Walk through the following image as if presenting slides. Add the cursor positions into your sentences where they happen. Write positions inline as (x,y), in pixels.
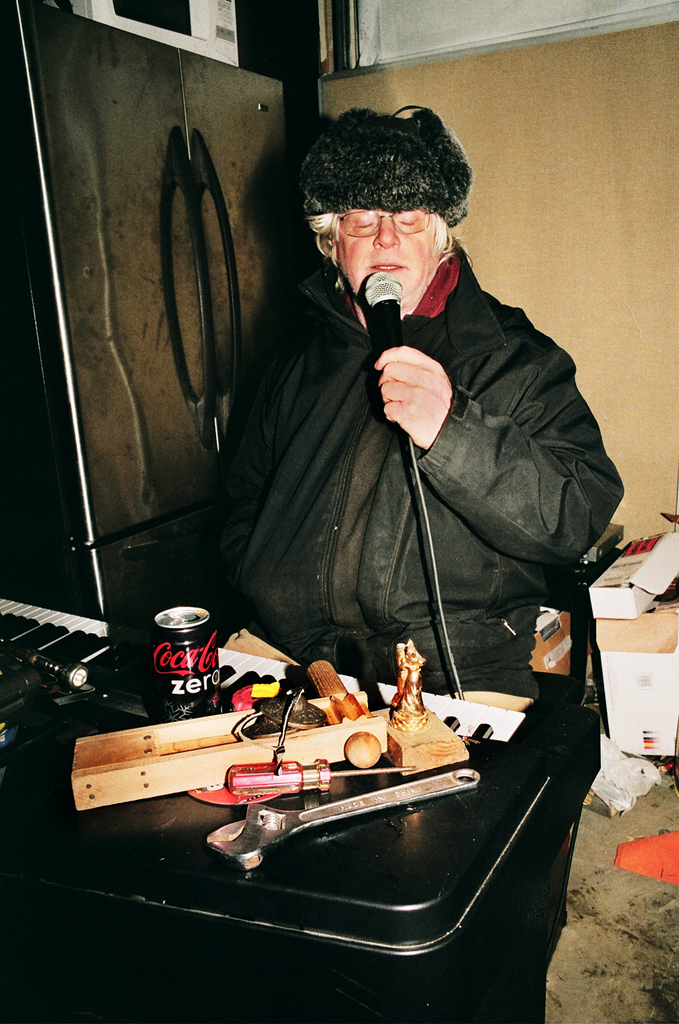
In this image there is a man (478,489) standing. He is holding a microphone (395,339) in his hand (402,381). In front of him there is a table (308,904). On the table (201,855) there is a musical keyboard (469,729). On the keyboard (228,697) there are wooden pieces (340,723), a screwdriver (304,773), a drink can (199,715) and a few objects (263,835). Behind him there is a wall (591,190). Beside him there is a refrigerator (150,261).
